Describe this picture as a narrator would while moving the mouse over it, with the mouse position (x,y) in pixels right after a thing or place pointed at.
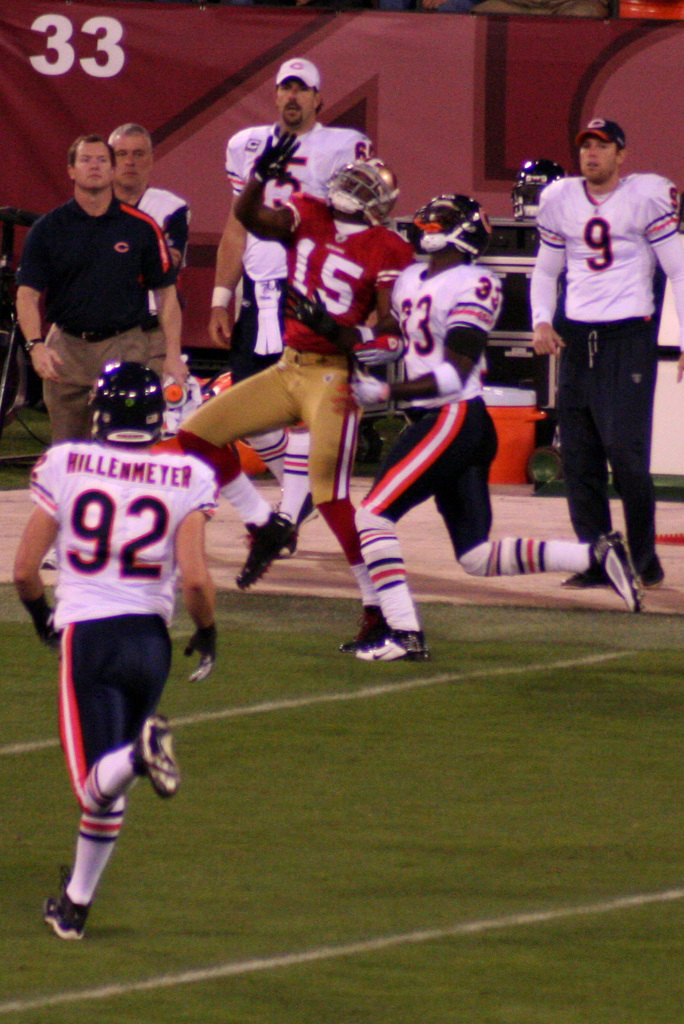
In this picture, we see seven men (289,386) are standing. Three (261,406) of them are playing the American football. At the bottom (416,805), we see the grass (397,869). Behind them, we see a table (533,242) on which helmet (527,183) is placed. We see an object (517,441) in red and white color. On the left side (14,212), we see the railing (7,220). In the background (169,87), we see a sheet (430,95) in maroon color with some text (104,21) written on it.
